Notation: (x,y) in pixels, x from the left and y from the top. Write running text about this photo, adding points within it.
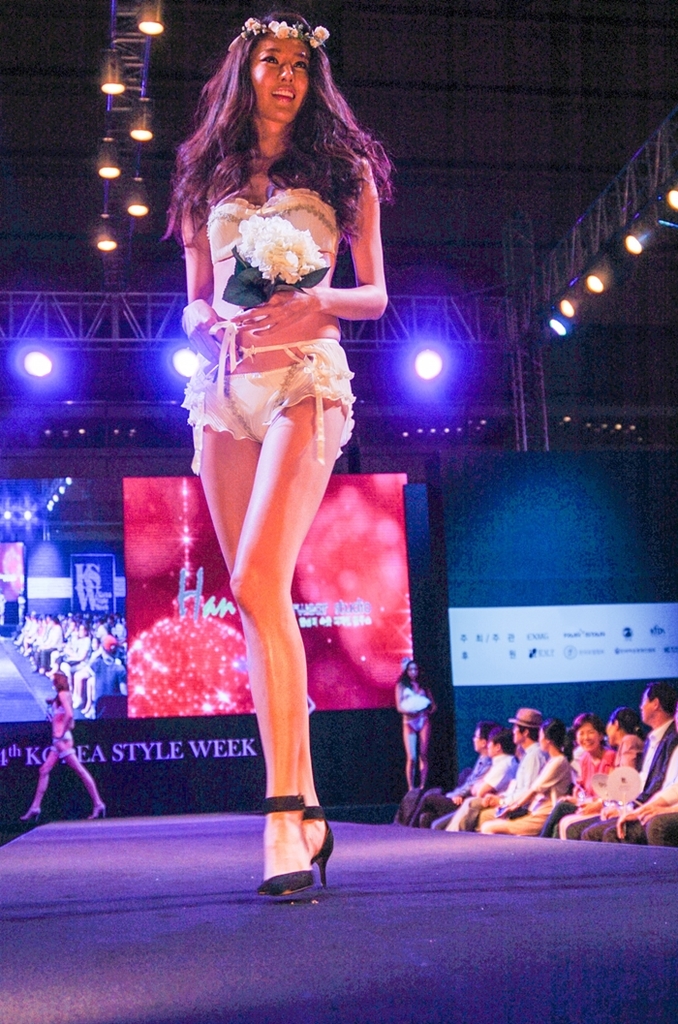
In this image a lady (231,351) is standing on the foreground (273,256) holding a bouquet (273,251). In the background (217,635) there is screen (204,631). Here two ladies (57,728) are there. Here people (475,766) are sitting beside the ramp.
